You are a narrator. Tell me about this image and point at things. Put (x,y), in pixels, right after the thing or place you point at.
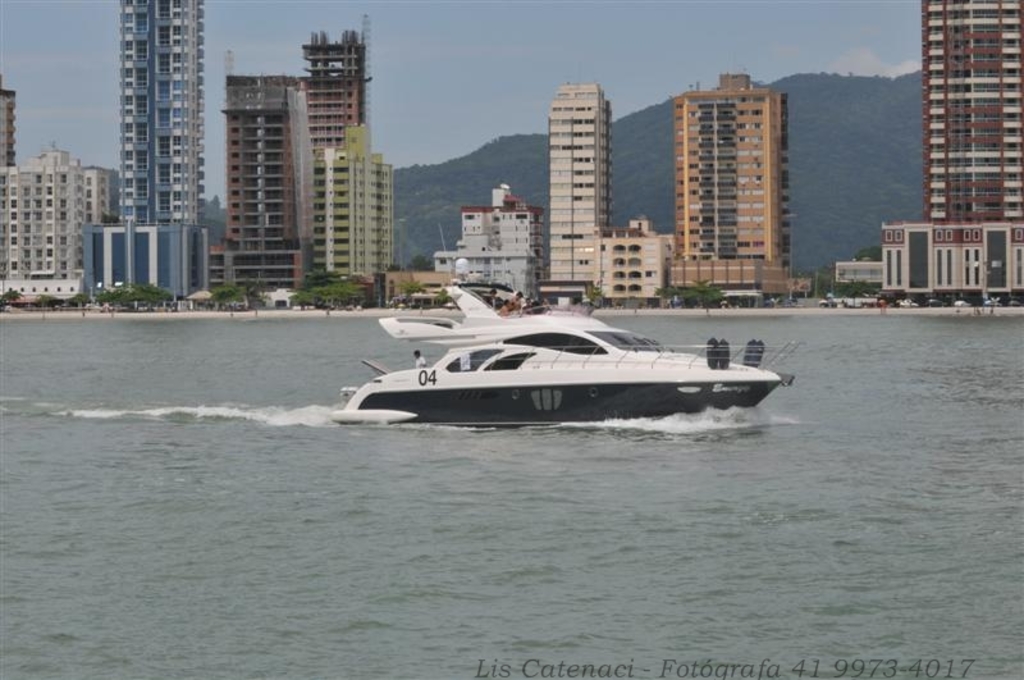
In this image, we can see water (625,587), at the middle (451,419) there is a black and white color boat (573,381), in the background (1004,211) there are some buildings (530,212) and at the top (532,124) there is a sky (629,11).
